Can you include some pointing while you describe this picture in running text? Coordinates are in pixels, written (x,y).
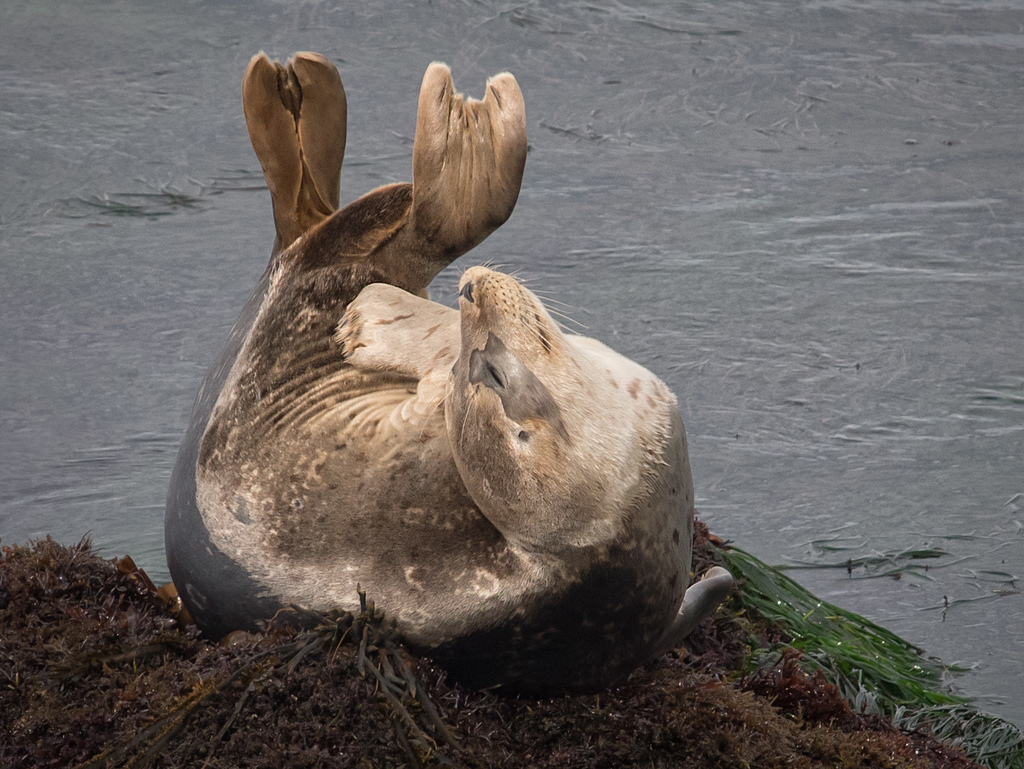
In the center of the image (355,294) there is an animal (267,403). In the background (771,285) there is water (805,192). At the bottom (251,718) there is grass (833,646).
